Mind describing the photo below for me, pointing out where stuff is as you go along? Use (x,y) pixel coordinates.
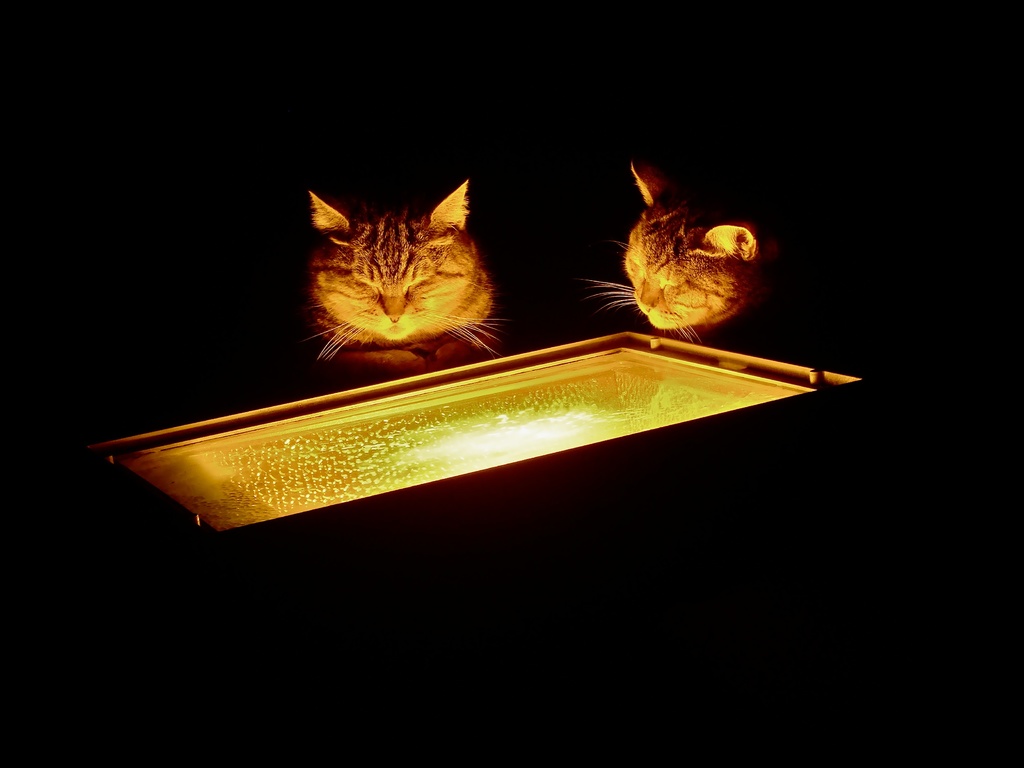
In this image we can see two cats (692,277) looking into an object (540,396), in an object (567,436) we can see the light (539,426) and the background (235,223) is dark.
